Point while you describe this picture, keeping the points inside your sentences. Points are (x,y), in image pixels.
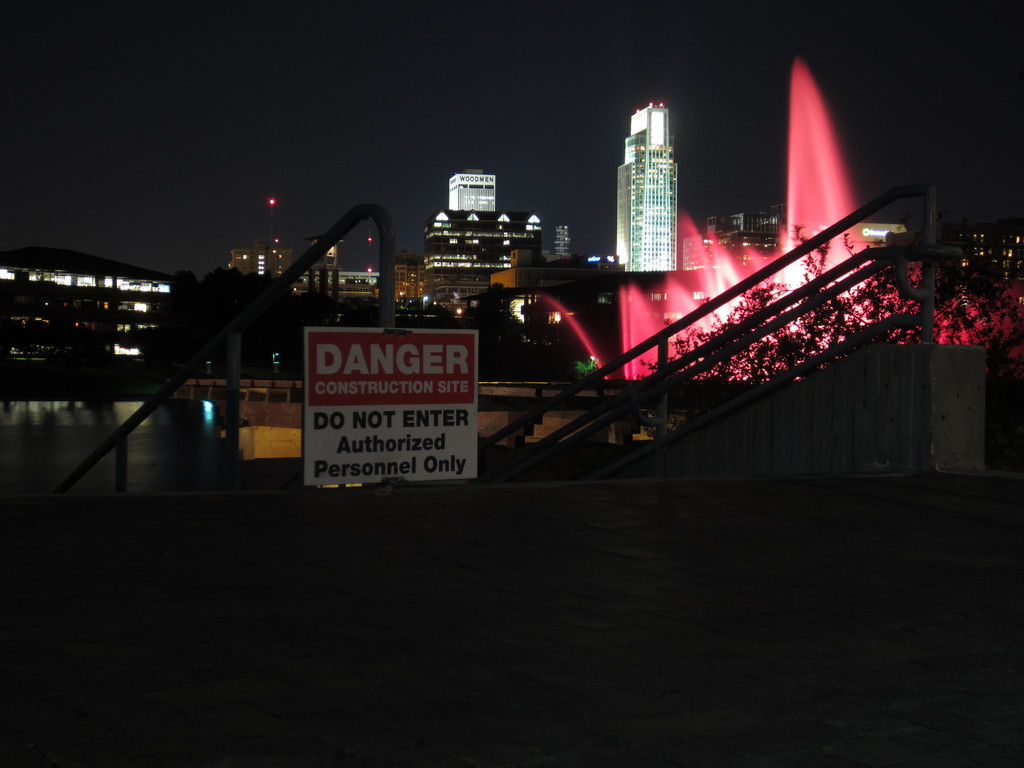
In this picture I see the path (235,598) in front (267,564) and I see a board (354,404) on which there is something written and I see the railings (765,329). In the middle of this picture (587,355) I see the water (60,421), trees (755,291) and the fountains (727,260). In the background (374,276) I see number of buildings (61,329) and I see the lights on it and I see the sky (335,84) which is dark.
